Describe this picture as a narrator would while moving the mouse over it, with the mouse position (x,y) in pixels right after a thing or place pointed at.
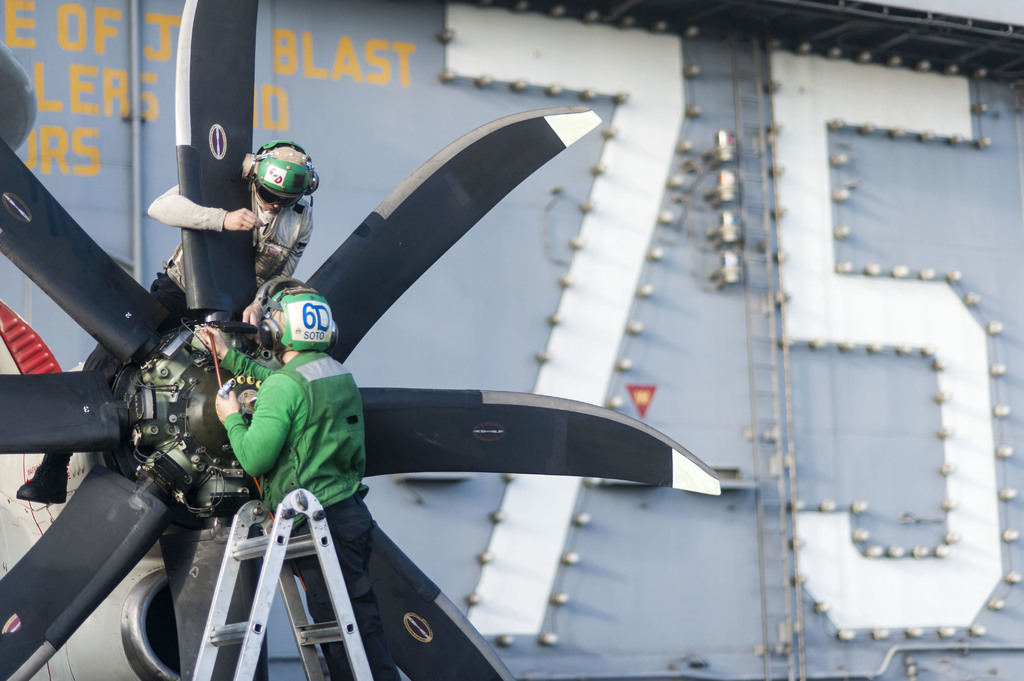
In this image I can see the person (326,469) is standing on the ladder (324,549) and holding something and another person (287,170) is sitting on the black and white color object (242,340). In the background (381,92) I can see few lights (728,278) and the blue color surface (640,279).
